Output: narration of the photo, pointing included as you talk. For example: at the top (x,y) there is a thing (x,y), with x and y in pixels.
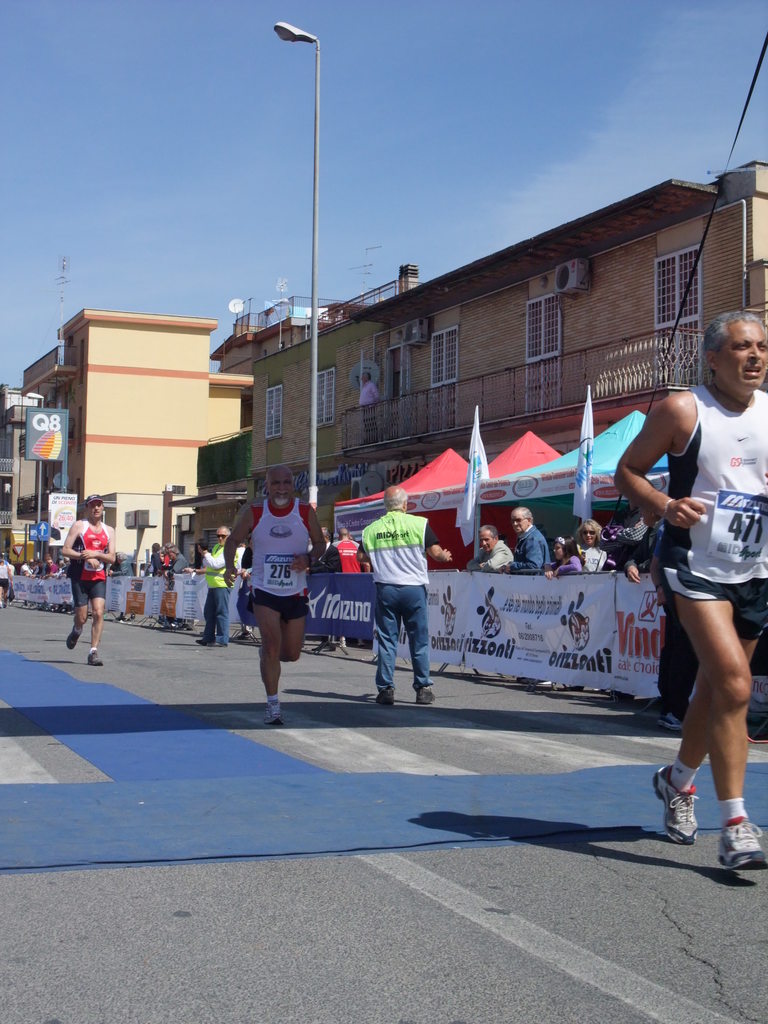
On the right (703,669) there is a man (735,480) who is wearing white t-shirt (745,475) and shoe (685,802). Here we can see two men (291,610) who are running on the road (524,896). Beside them we can see the security persons (387,635) was standing near to the banners (501,634). In the background (97,458) we can see buildings (138,409), poles (312,476), street lights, flags (589,464) and umbrella (515,493). At the top (457,88) we can see sky (498,88) and clouds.
